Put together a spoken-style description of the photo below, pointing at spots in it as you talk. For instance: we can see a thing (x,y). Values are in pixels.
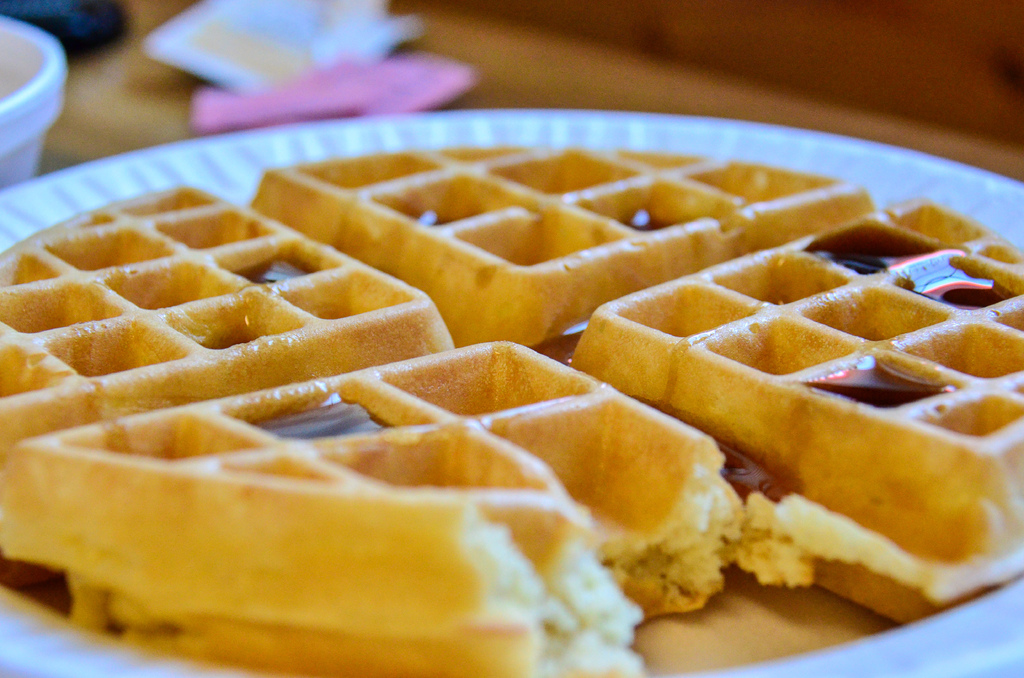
In this image there is a bowl (53,77) on the left corner (47,80). There is a food item (879,294) in a plate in the foreground (553,394).
